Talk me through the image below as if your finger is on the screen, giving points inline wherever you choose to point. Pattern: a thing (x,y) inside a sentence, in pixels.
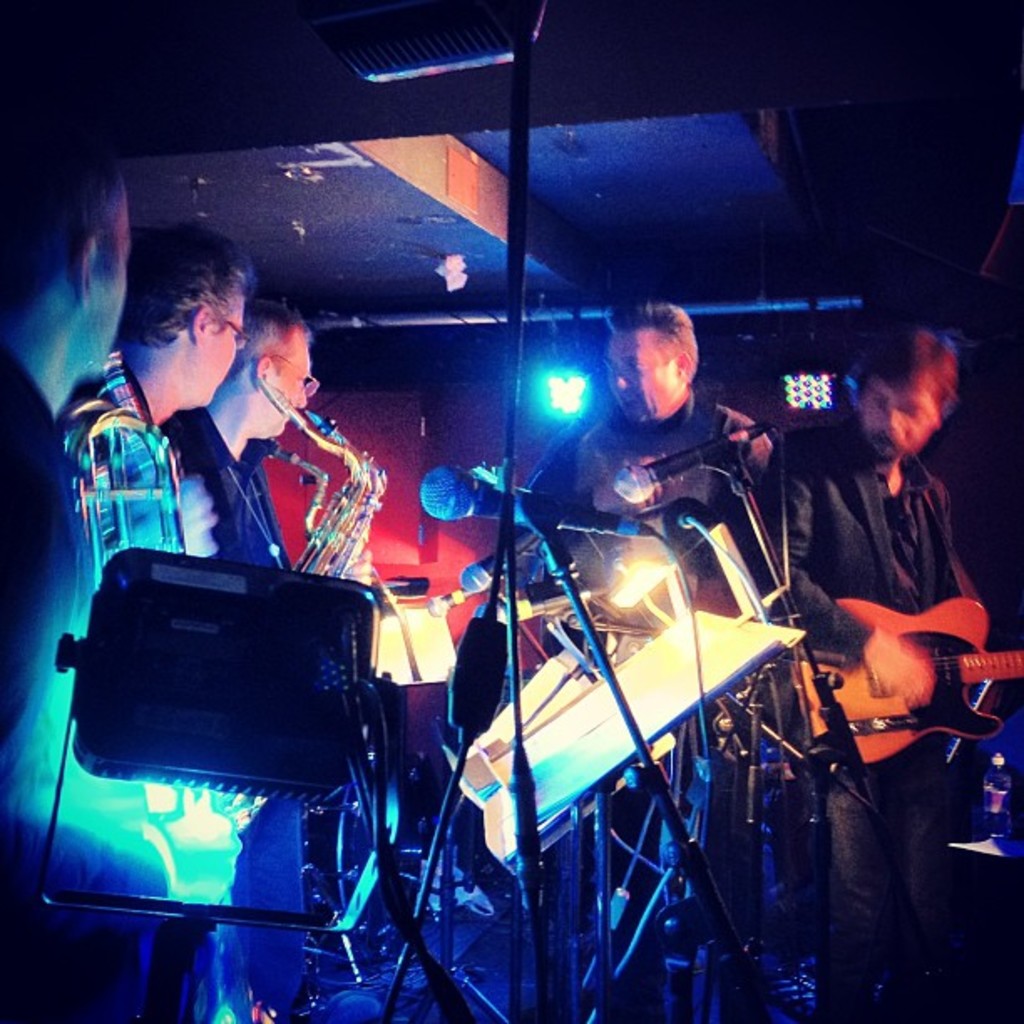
This persons (721,425) are standing and plays a musical instrument (171,497) in-front of a mic (425,489). On top there is a focusing light (555,370). A papers (622,721) on this board stand (721,682).
